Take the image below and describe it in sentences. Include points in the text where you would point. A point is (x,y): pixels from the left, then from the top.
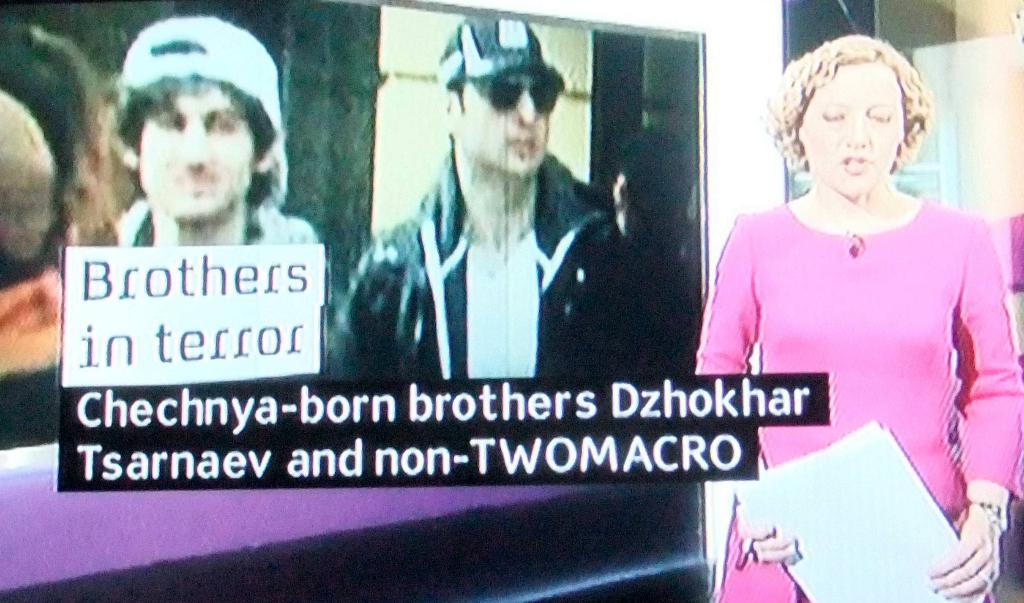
In this picture I can see a woman (941,439) standing and holding papers (860,530), beside we can see a screen (381,156) on which we can see two men (464,126) and some text (295,433).
